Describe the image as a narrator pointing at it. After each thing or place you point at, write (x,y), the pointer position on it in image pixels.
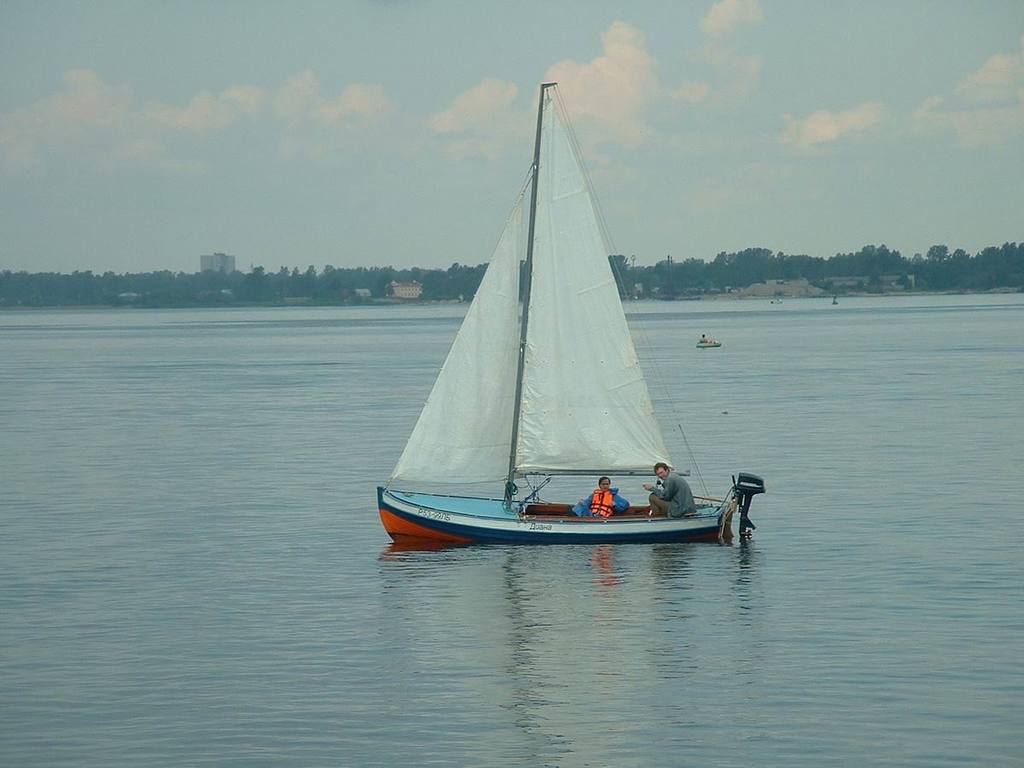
In the center of the image (494,403) a boat (554,465) is present, in the boat (561,504) some persons (652,514) are sitting. In the middle of the image (364,297) we can see a trees (234,284), buildings (202,272) are present. At the top of the image (335,143) clouds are present in the sky (277,166). At the bottom of the image (191,664) water (251,654) is there.
